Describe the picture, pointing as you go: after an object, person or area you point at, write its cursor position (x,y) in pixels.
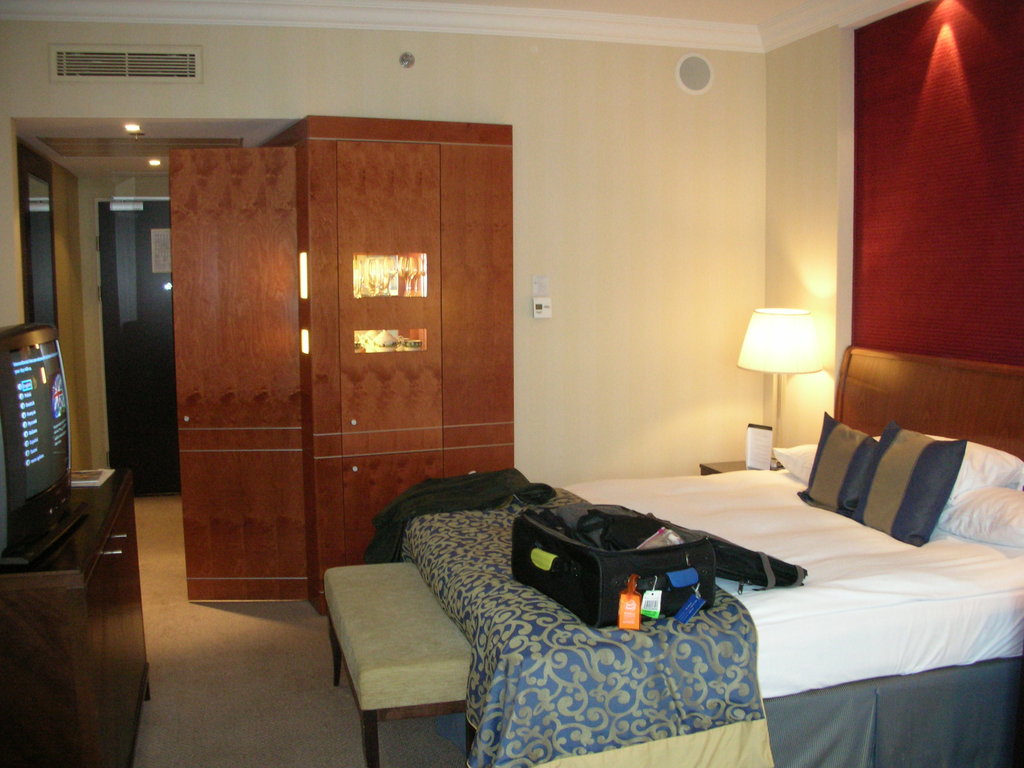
In the image we can see a bed (790,674), pillows (973,472), blanket (669,638), table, television (60,427), lamp (805,359), wall (700,320), floor (313,653), light (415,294) and a door (116,396). We can even see there is a luggage bag (662,596) on the bed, in the luggage bag (642,596) there are clothes (629,536).
